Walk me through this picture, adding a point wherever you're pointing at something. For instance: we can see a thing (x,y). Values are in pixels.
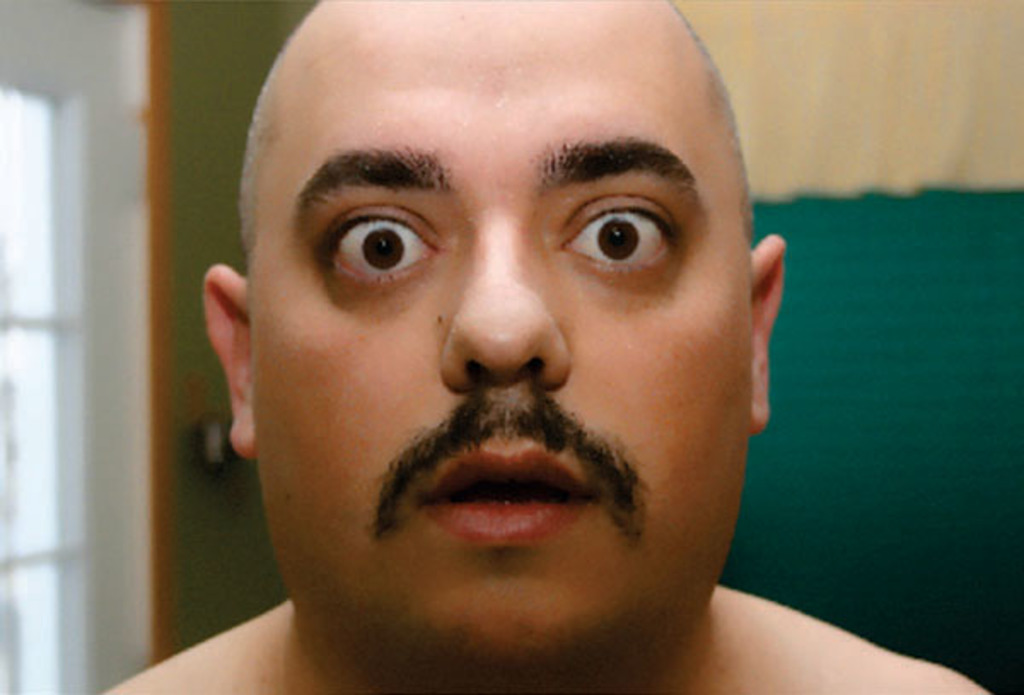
In this image we can see one man face (523,642), one object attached to the wall (190,408), one object (897,103) looks like a curtain (714,2) near the wall (881,228) on the top right side of the image (869,161) and it looks like a window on the left side of the image (59,147). The background is blurred.
